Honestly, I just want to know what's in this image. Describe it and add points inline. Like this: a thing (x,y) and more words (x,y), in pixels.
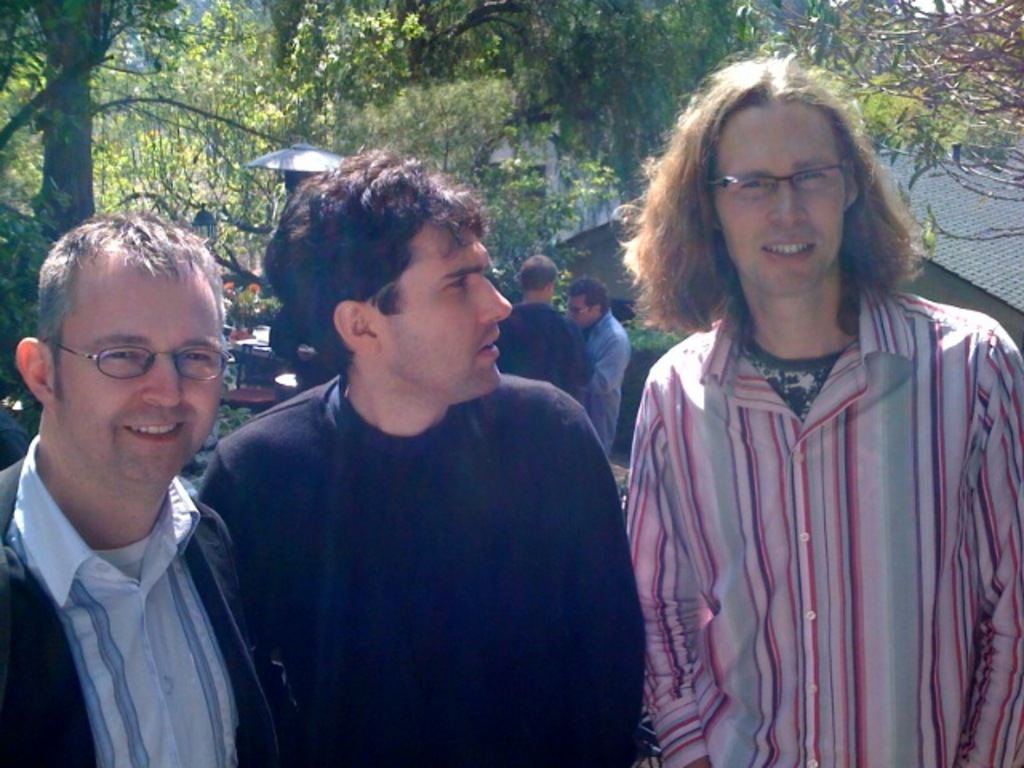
In this image there are three persons (559,489) standing, and in the background (493,204) there is a house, table (294,387), chair (271,391), two persons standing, light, trees (221,226).
